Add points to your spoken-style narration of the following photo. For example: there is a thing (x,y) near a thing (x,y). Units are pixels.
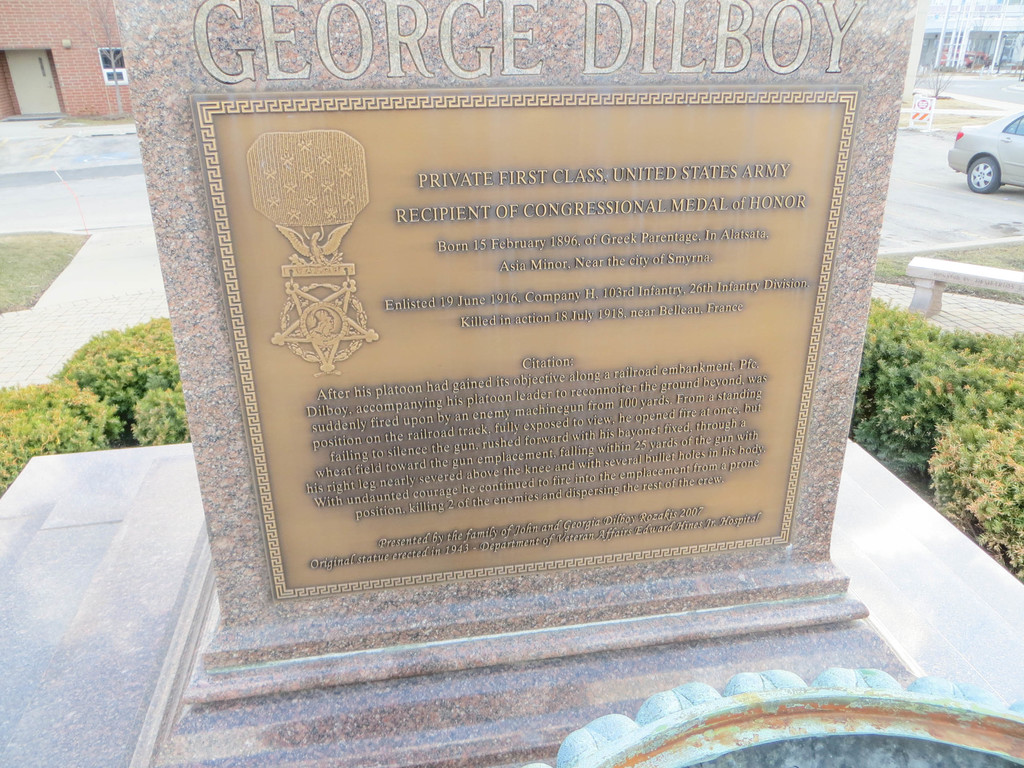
In this image there is a headstone (408,95), on that there is some text (461,452), around the headstone (214,371) there are plants (956,389), in the background (95,90) there are buildings (938,36) and a car (996,158).
